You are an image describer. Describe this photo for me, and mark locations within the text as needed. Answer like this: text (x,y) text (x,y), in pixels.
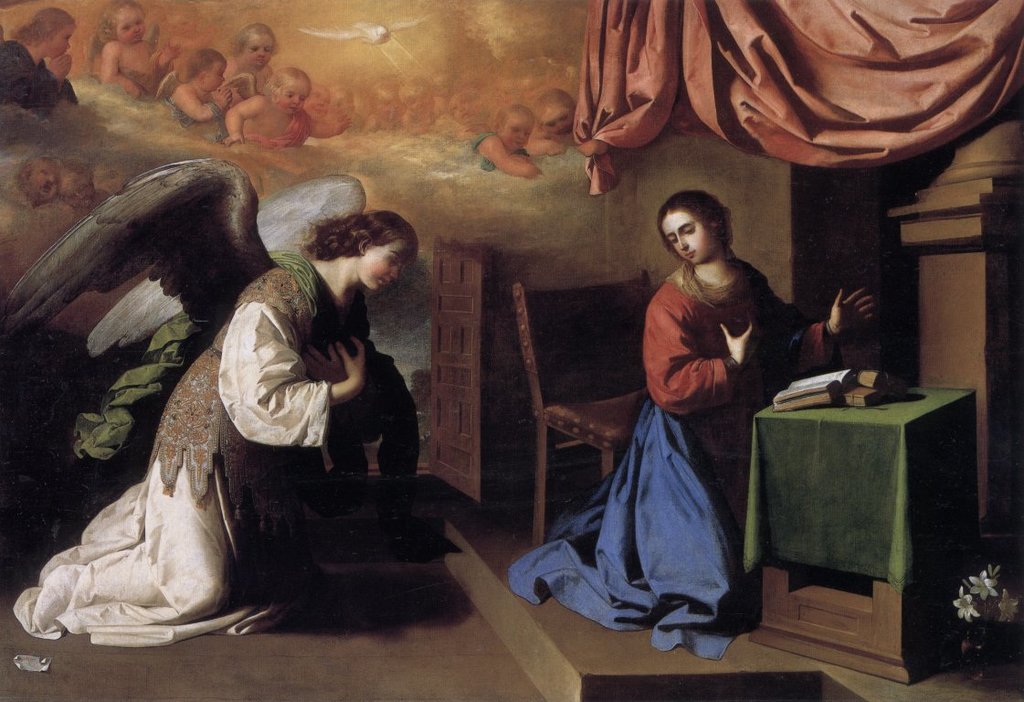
In this image there is a painting (530,394) of two girls (714,439), one of them is wearing wings (173,267) and the other one is sitting on her knees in front of the table (838,545). On the table (838,412) there are few objects (845,387) and there is a flower pot (971,635), behind her there is a chair (573,408). In the background (607,81) there is a wall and a curtain (702,66). In the sky (226,38) there are few babies (510,147) and a bird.
